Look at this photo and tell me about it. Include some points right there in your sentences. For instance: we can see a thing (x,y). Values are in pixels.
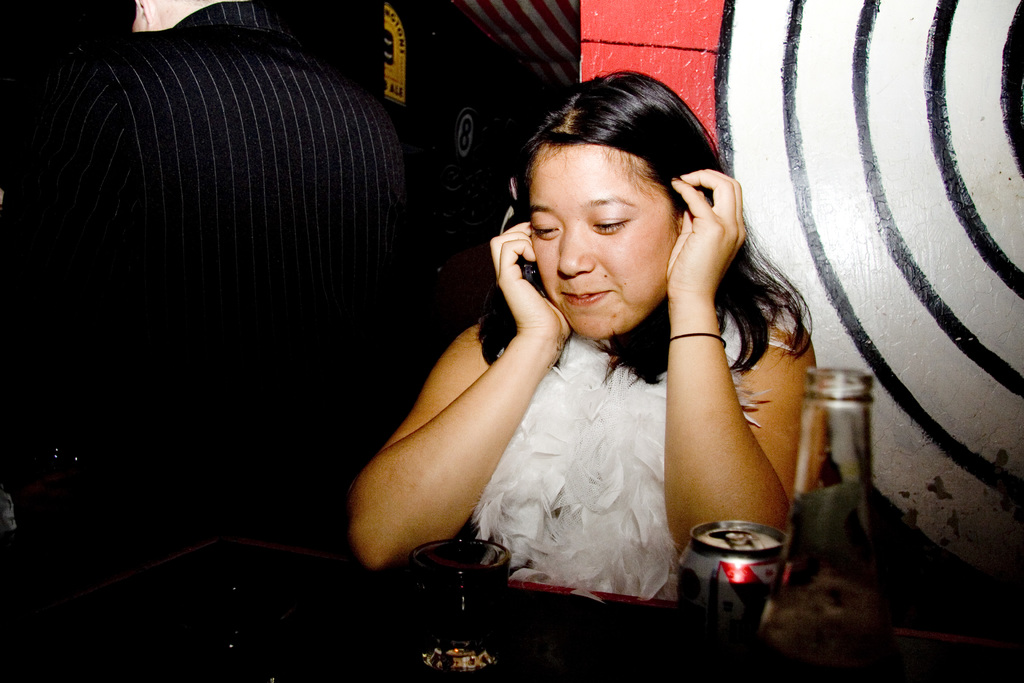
In this image we can see a woman (734,442) and she is smiling. There is a table (287,609). On the table (396,660) we can see a glass (426,650), tin (743,578), and a bottle (810,663). In the background (1014,100) we can see wall (415,116), boards (404,56), and a person (283,197) who is truncated.
